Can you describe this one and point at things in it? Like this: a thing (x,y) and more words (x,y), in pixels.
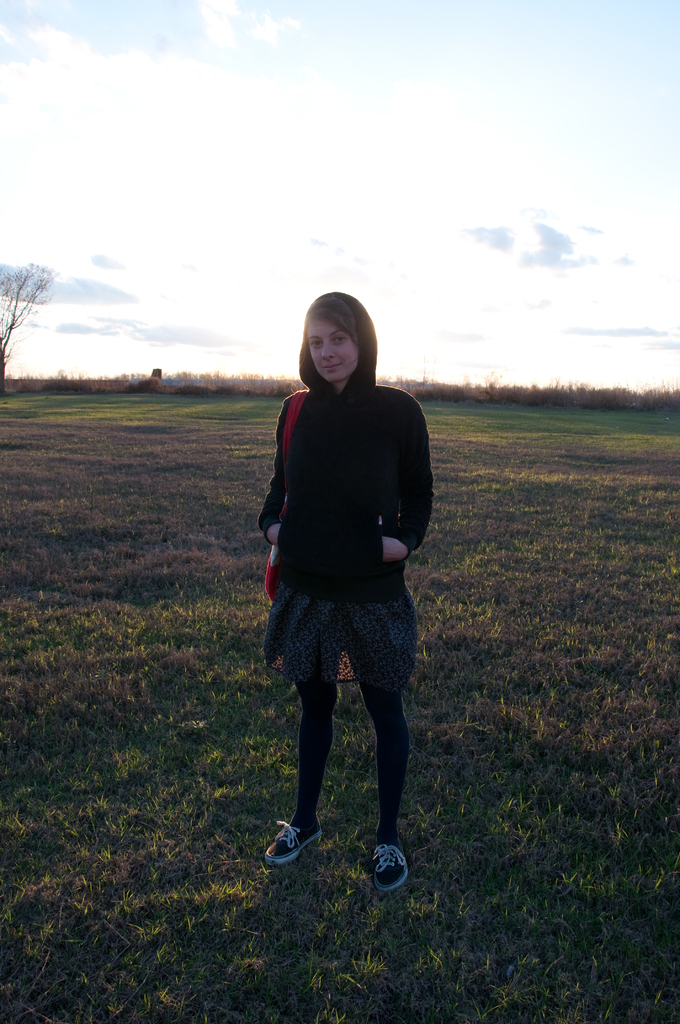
In this picture I can see there is a woman (372,577) standing here and she is wearing a hoodie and there is grass (149,405) and trees (85,388) in the backdrop (597,413).
